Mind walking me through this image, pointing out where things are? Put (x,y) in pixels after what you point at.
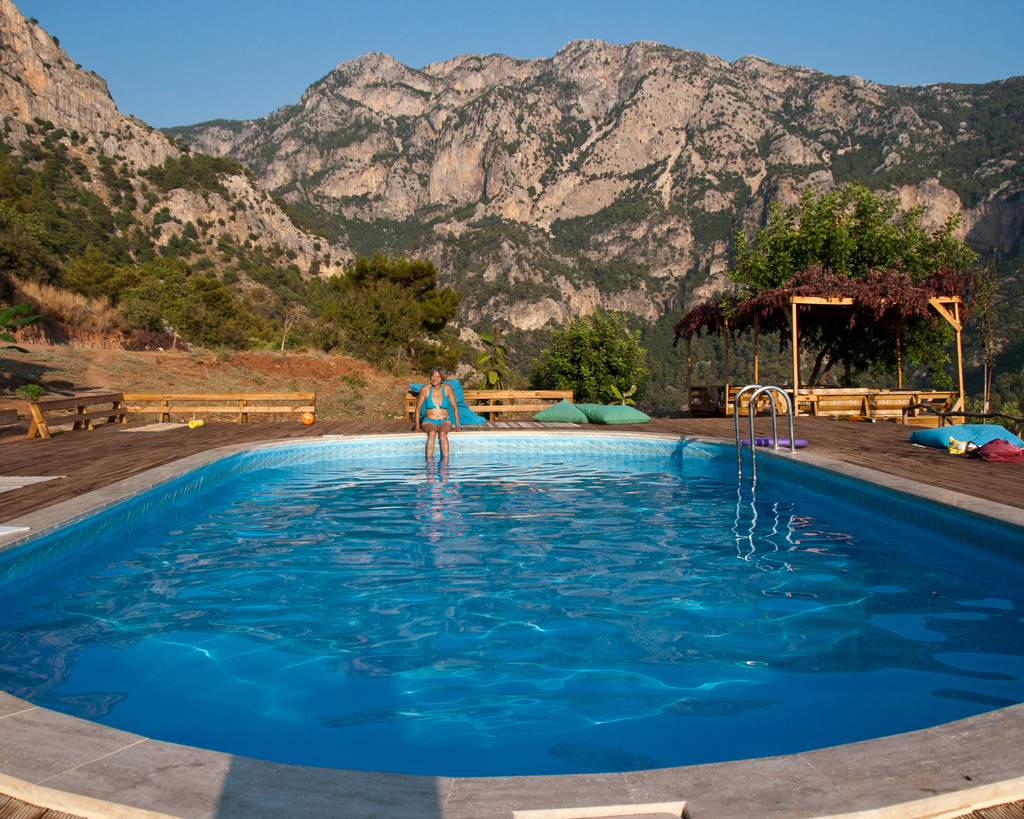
Here I can see a swimming pool (420,552). In the background (431,417) a woman (435,411) is sitting on the floor (24,495). Around the pool (438,440) I can see few benches (89,405). In the background (678,345) there are some trees (421,317) and hills (517,153). At the top of the image (152,42) I can see the sky (128,35).
